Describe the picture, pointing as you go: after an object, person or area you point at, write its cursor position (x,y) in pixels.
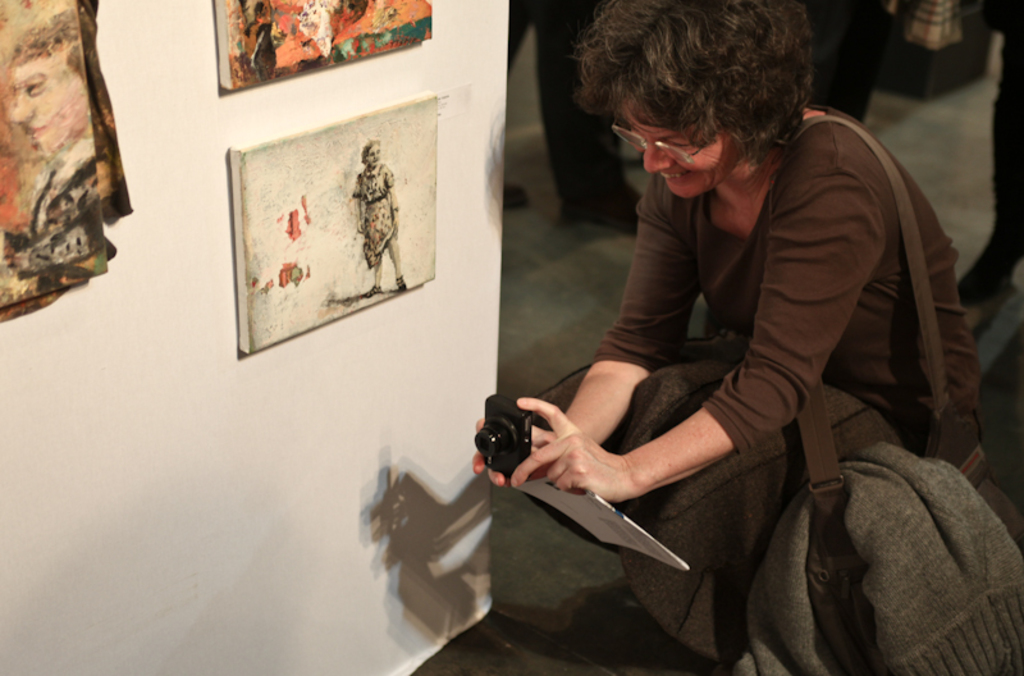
In this image there is a woman (755,286) on the right side (775,291) who is wearing the bag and holding the camera (528,434). In the background (123,366) there is a wall (255,384) on which there are frames (306,274). In the background (961,184) there are few people (880,64) standing on the floor (949,167). She is holding the book (585,525).
